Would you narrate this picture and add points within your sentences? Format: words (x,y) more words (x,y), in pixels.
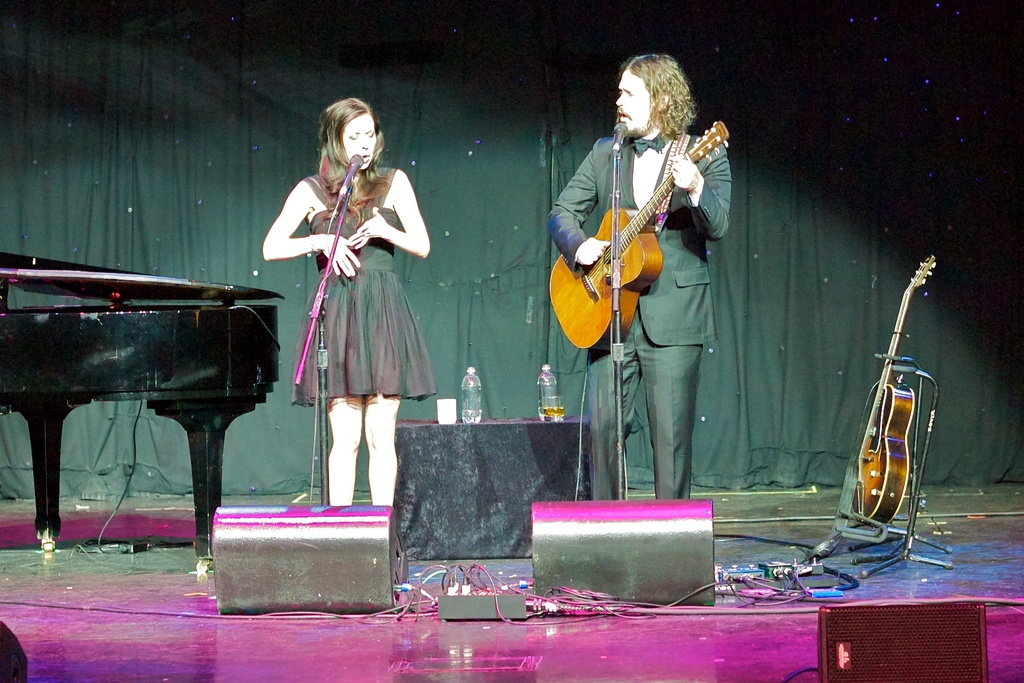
A woman (388,278) is singing and a man (658,329) is playing guitar (623,246) on a stage (182,536). In background (93,361) we can see piano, guitar (899,401), microphone (616,136), water bottles (472,419) and a glass (561,411) and a cloth (410,43).
